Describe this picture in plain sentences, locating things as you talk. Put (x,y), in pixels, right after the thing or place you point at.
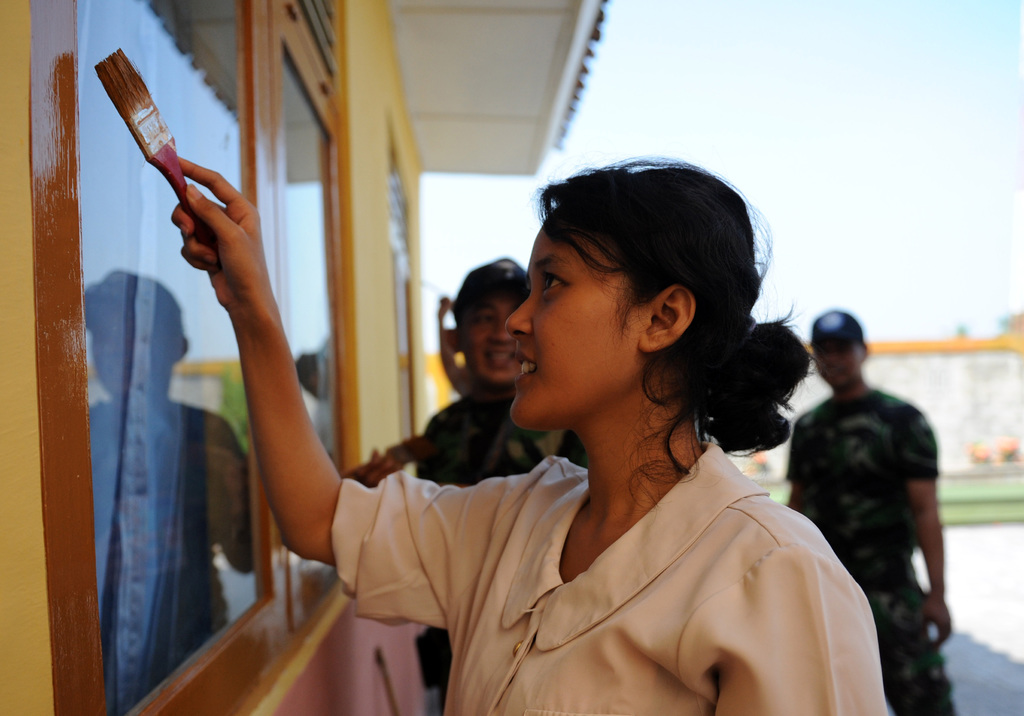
In this picture we can see a group of people (576,297) standing where a woman (491,636) holding a paint brush (129,67) with her hand (256,260), house (343,461), glass window (115,157) and in the background (976,366) we can see the wall (929,343), sky (945,304) and it is blurry.
